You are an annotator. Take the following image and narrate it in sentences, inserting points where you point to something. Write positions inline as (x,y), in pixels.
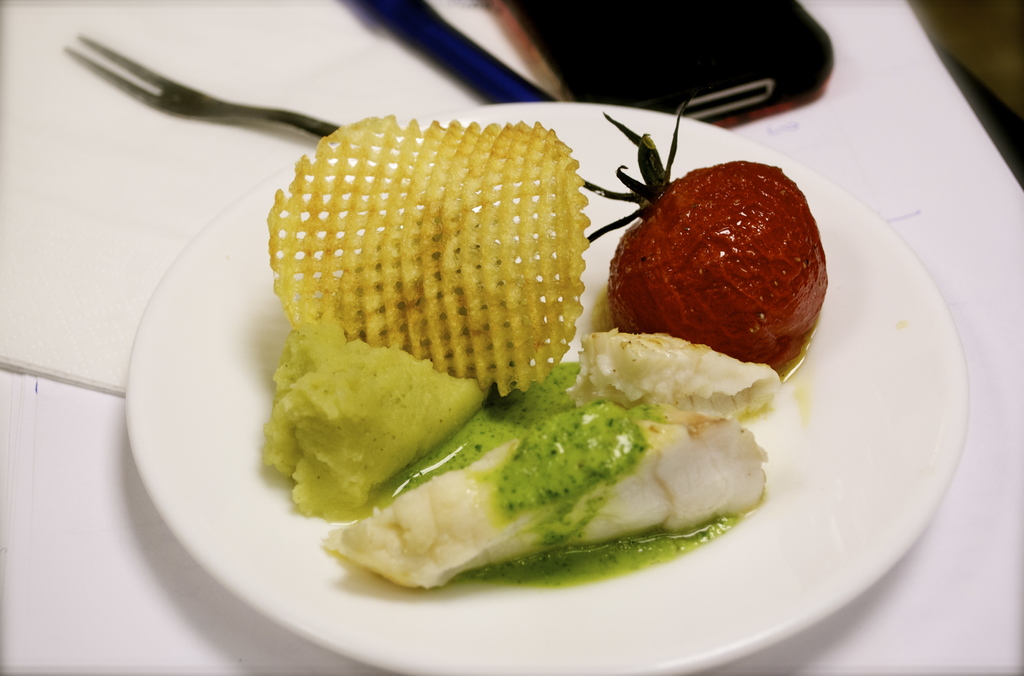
In this picture I can see a food item (413,448) on the plate (858,462), there is a fork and there are some objects (616,78) on the table (3,627).
